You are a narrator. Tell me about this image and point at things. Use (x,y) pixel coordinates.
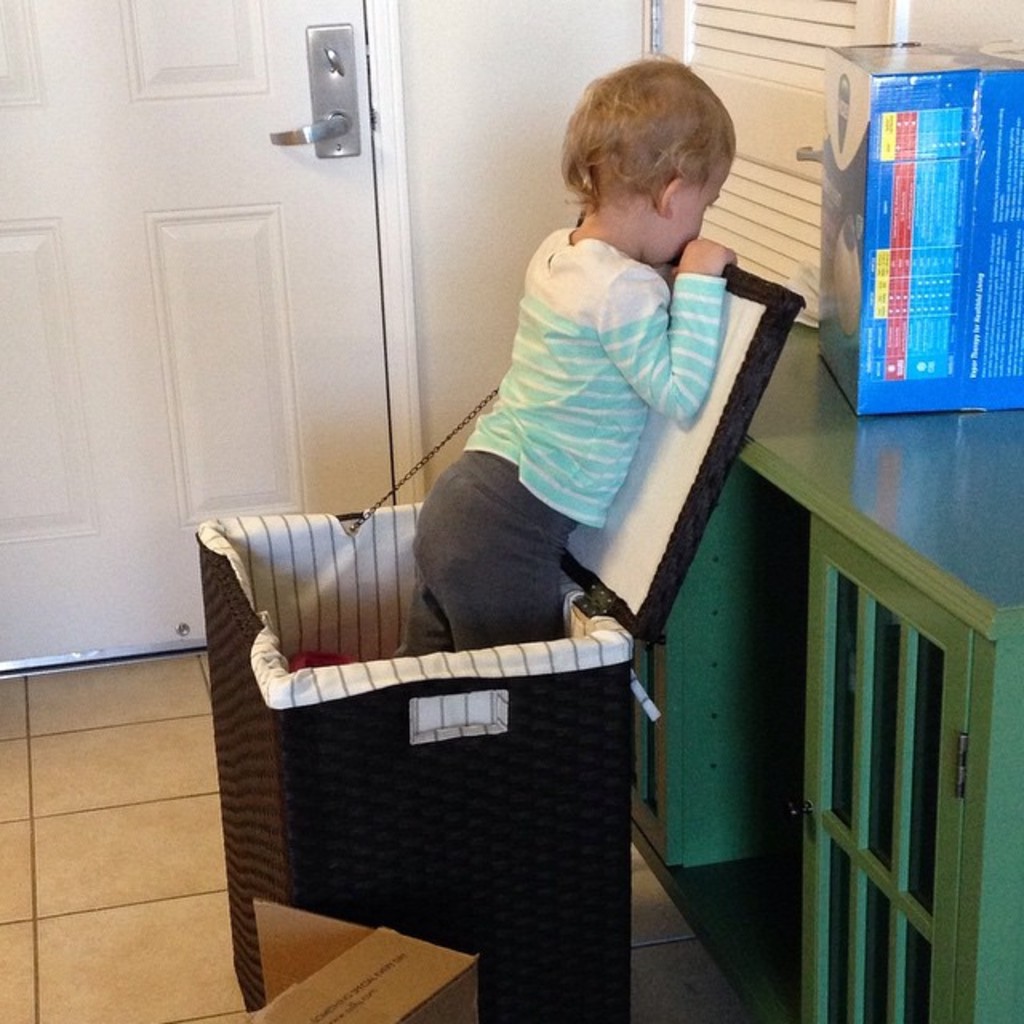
We can see a kid (546,580) is standing in the box (678,530) on a floor (154,864). At the bottom (365,993) there is a carton box (376,989) on the floor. On the right (985,607) there is a carton box (953,236) on a table (794,503) and we can see doors (317,190) and wall (968,28) in the background (202,426).
